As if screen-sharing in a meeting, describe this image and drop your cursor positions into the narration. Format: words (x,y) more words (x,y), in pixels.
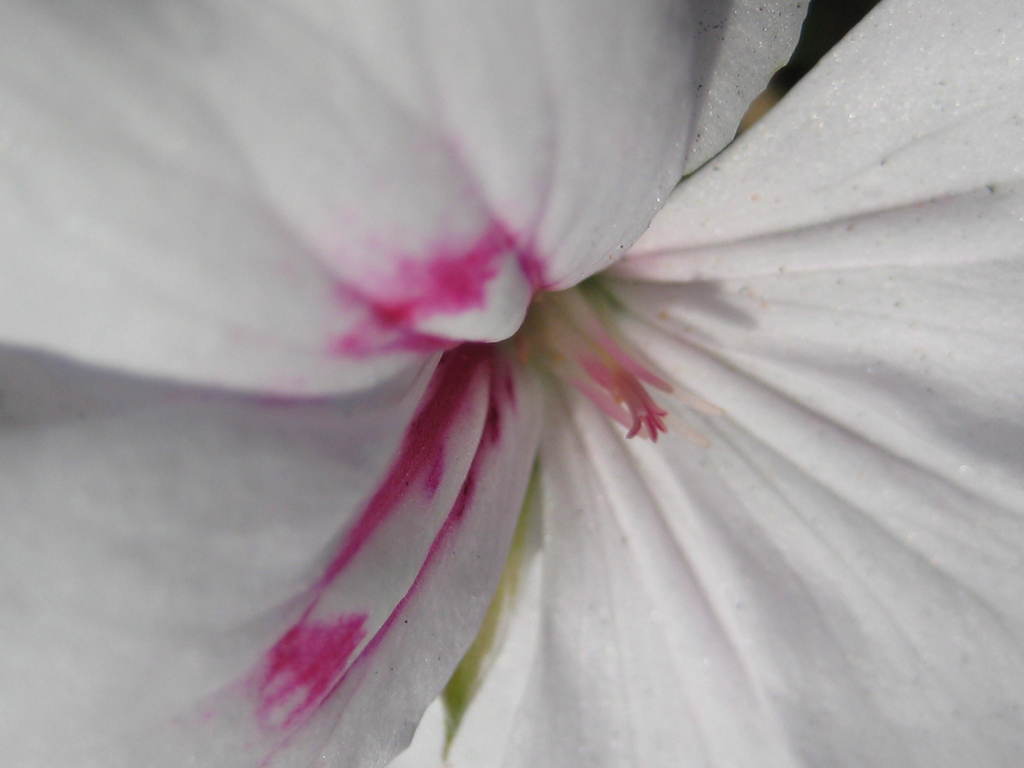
In the picture I can see a flower (435,400). The flower (395,427) is white in color.
